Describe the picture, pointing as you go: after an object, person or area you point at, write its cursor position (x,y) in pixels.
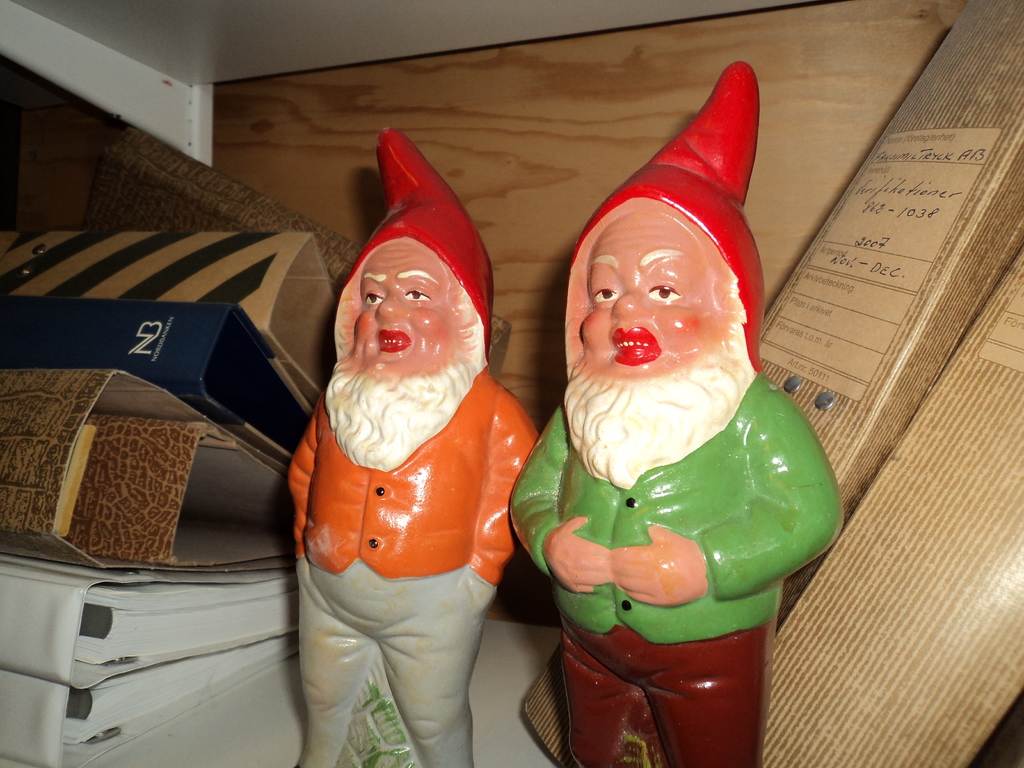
In this image we can see two toys (482,431) and some files (248,404), in the background (570,128) we can see the wall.
